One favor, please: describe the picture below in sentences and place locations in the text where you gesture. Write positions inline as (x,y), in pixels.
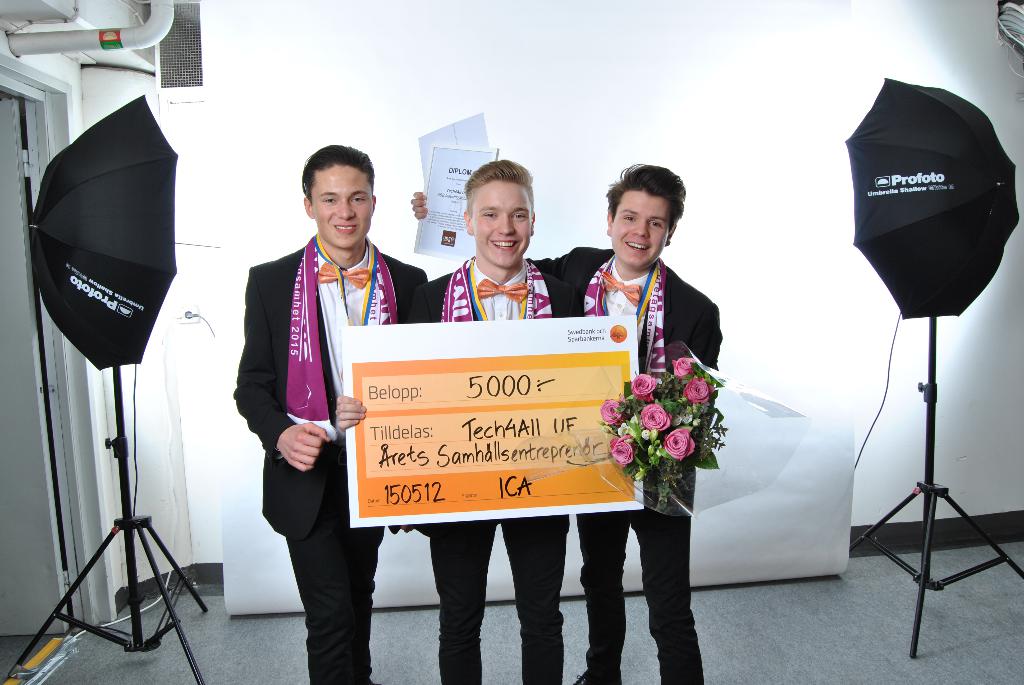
In this picture we can see three men (424,270), they are smiling, the right side person (628,234) is holding a flower bouquet (635,426) and few papers (443,185) in his hands (425,212), beside to them we can find few umbrellas (925,164) and stands (117,419), and also we can see a backdrop (415,547) and a pipe (153,31).
